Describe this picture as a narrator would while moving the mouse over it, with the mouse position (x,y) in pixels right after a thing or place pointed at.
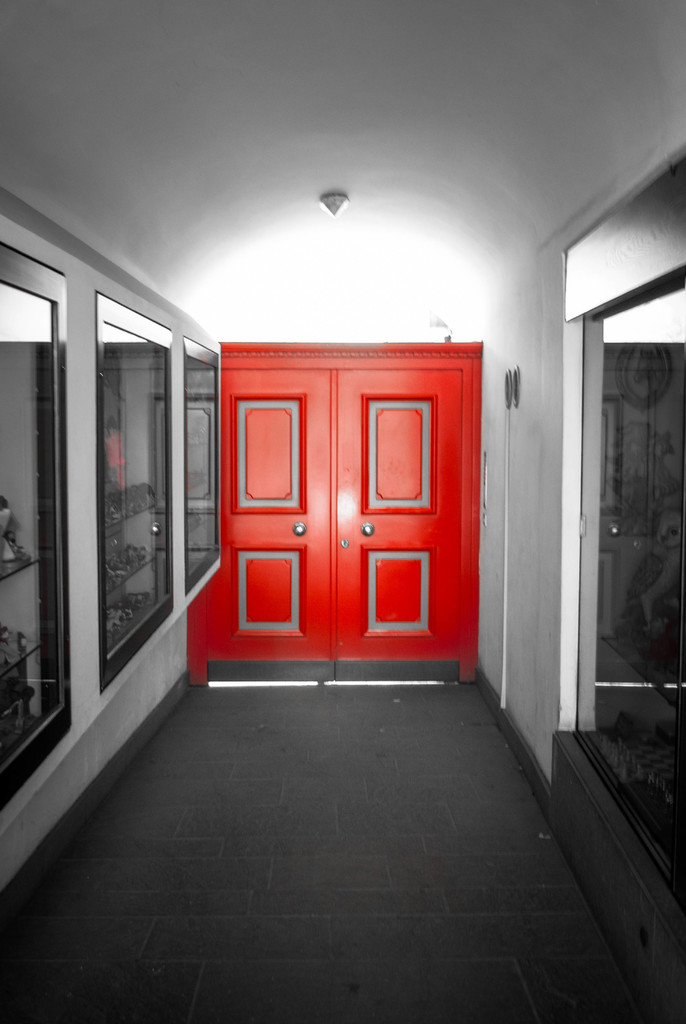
In this picture we can observe a red color door (322,419). In the left side (128,448) there are some glasses (45,669). In the right side (491,498) we can observe a wall (519,592) and a glass (617,394) here. In the background (239,309) we can observe light (306,286).
